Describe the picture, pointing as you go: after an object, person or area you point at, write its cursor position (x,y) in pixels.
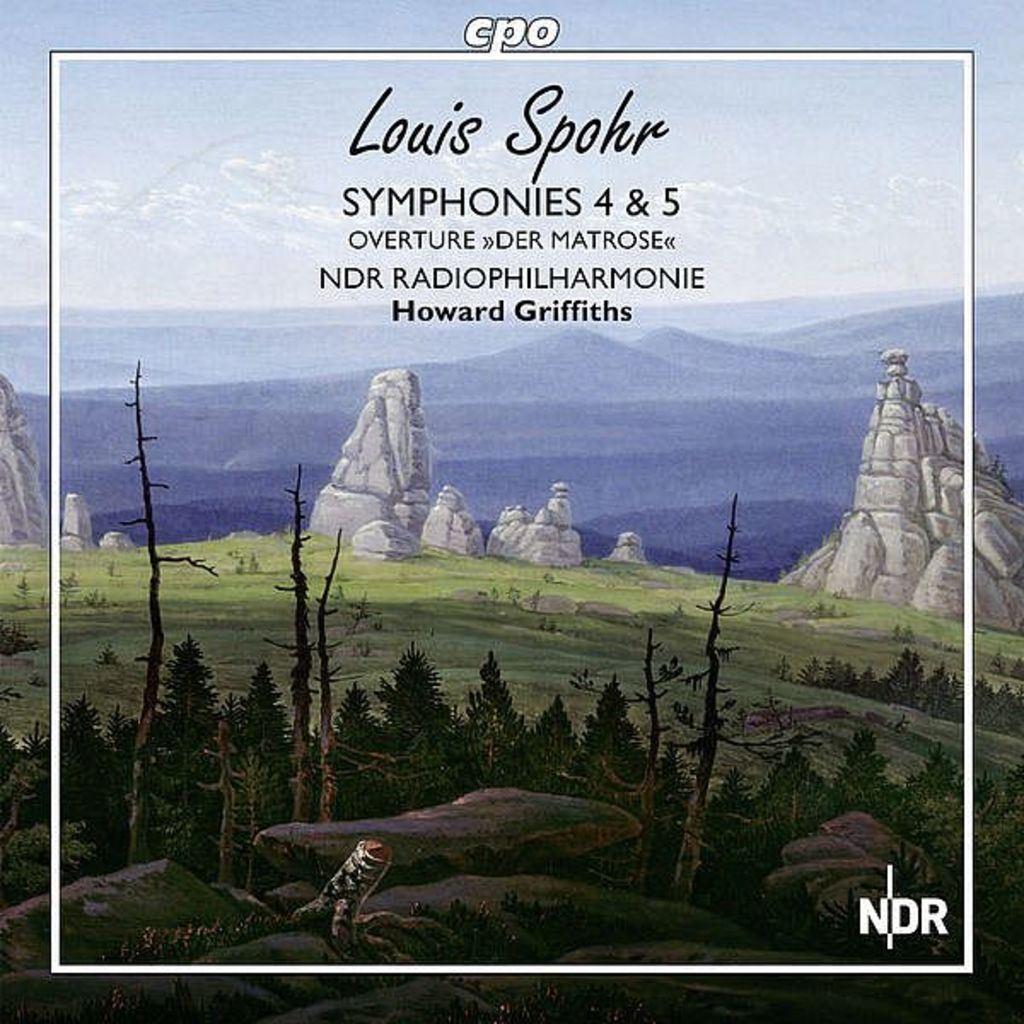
In this image we can see a poster (681,674) with some text (557,155). Also we can see trees (421,739) and stones (407,520). In the background (412,353) there are hills (424,340). And there is sky (289,163).
